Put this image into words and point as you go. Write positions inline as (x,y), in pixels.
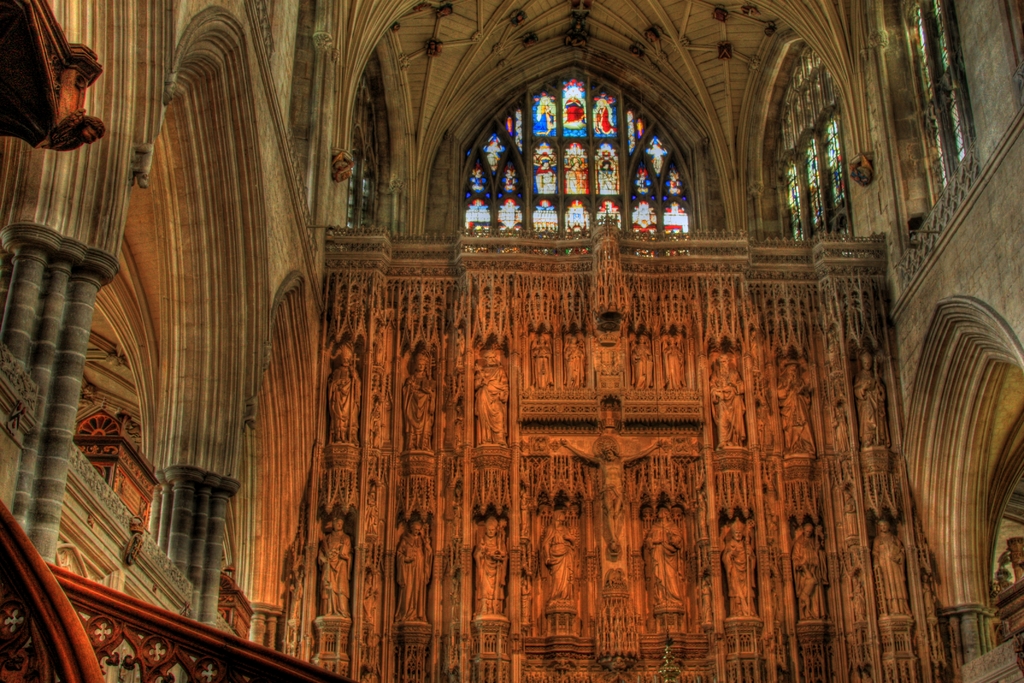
In this picture we can see an inside view of a building (569,74), statues (785,422), pillars (60,340), designs (537,149) on the window glasses (585,176) and some objects (199,643).
